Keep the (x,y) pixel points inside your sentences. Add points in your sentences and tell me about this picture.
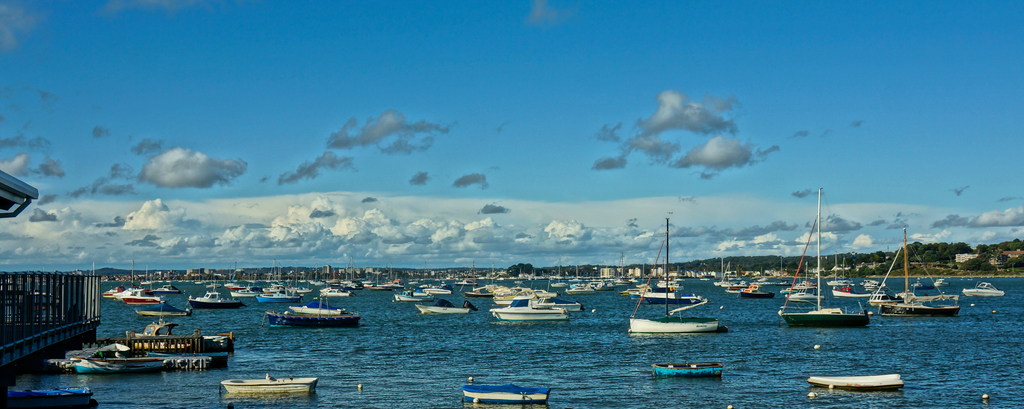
In this image we can see group of boats (892,296) with poles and cables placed in water (866,329). On the right side of the image (1001,255) we can see a group of trees (866,257), buildings (956,257). In the left side of the image (62,307) we can see a shed (4,199) and railing (78,307). In the background (552,247), we can see the cloudy sky (571,193).
